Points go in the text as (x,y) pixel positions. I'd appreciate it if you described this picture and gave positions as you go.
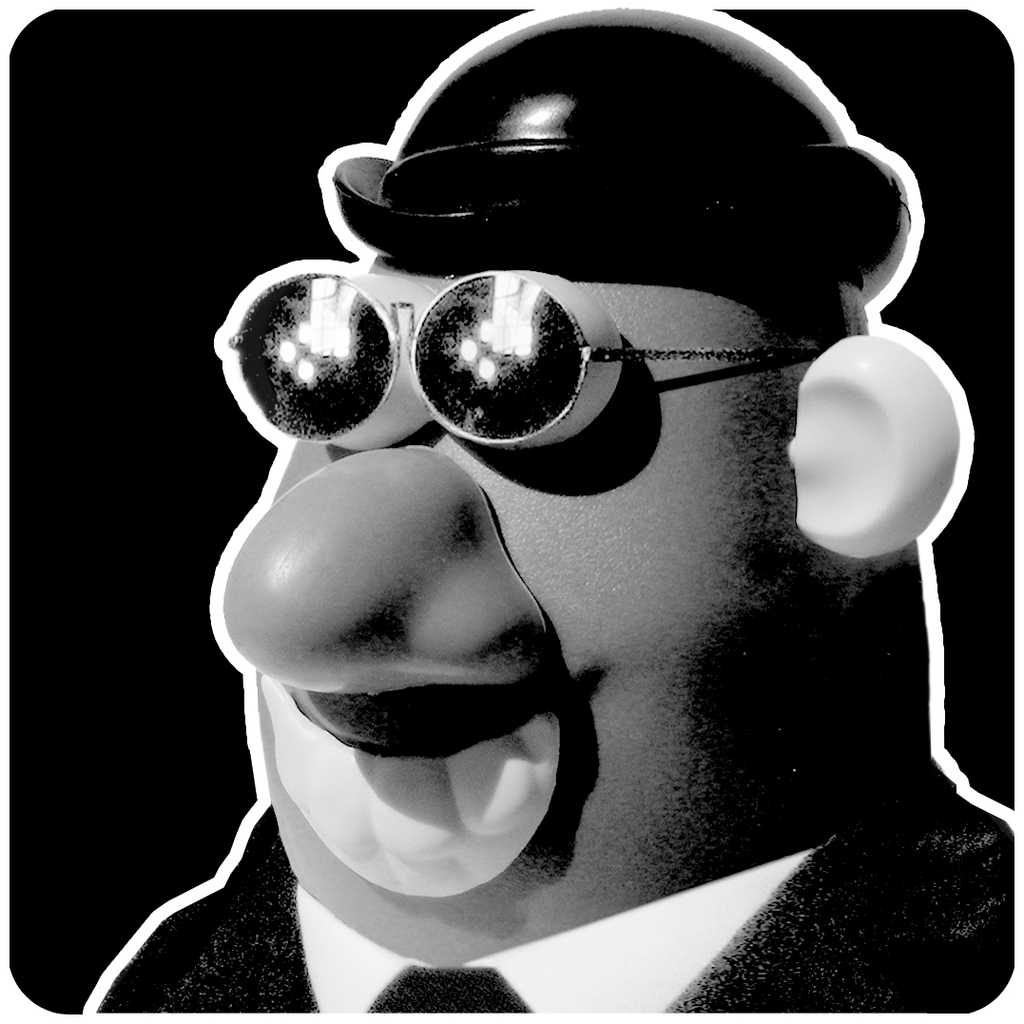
In this picture we can see a cartoon (346,986). Background (103,796) is black in color.
